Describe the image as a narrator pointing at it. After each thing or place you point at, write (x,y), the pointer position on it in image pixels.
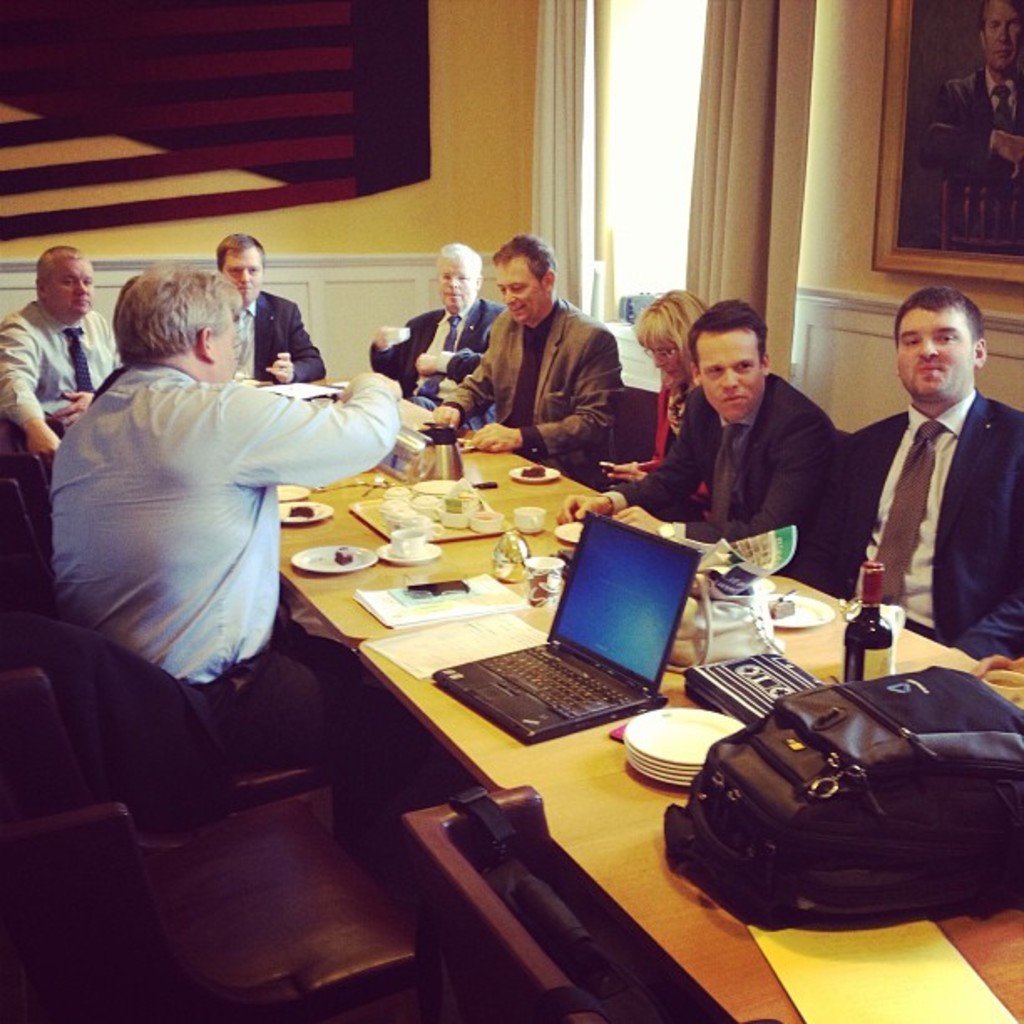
in this image all people (763,480) are sitting on the chair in front of the table (475,752) the table (416,709) has laptop (620,648), bag (844,775), plate (683,737), bottle (852,659), books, papers (442,636), food (294,513) and some photo (919,161) is hanging on the wall (866,156) and the back ground (856,132) is very sunny.
